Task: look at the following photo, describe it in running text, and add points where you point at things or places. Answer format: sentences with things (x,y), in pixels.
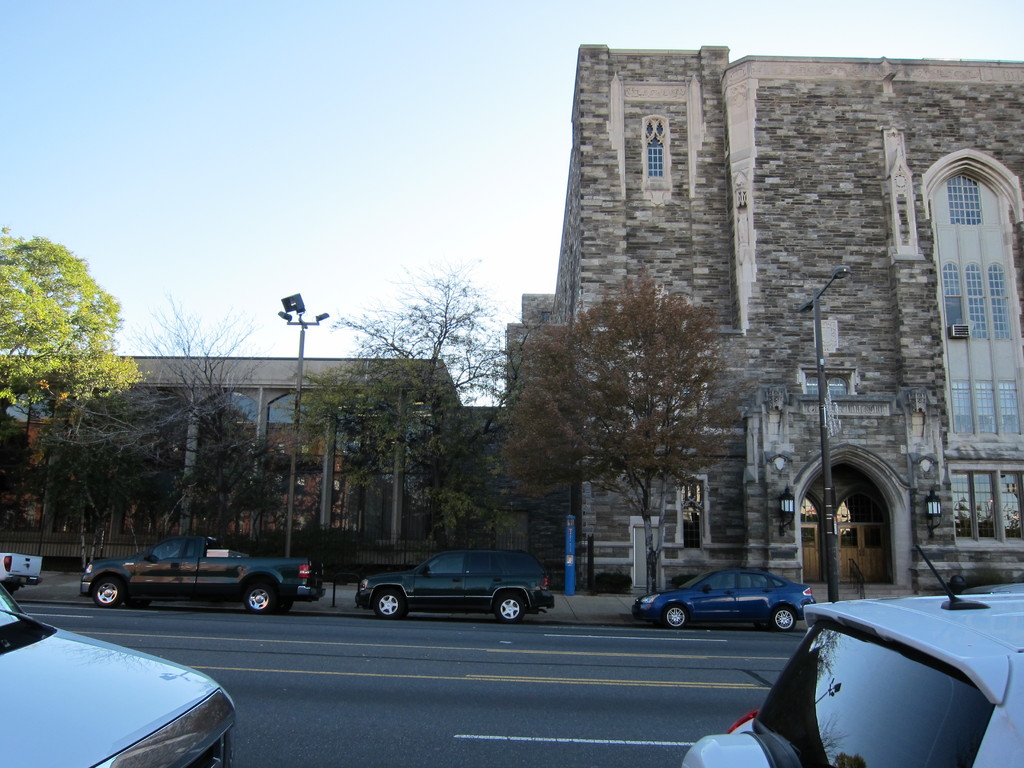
The image is taken on the road (671,701). At the bottom of the image (910,625) we can see cars (120,582) on the road (594,708). In the center (360,435) there are poles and trees (325,418). In the background (174,373) there are buildings (243,383) and sky (401,172).
